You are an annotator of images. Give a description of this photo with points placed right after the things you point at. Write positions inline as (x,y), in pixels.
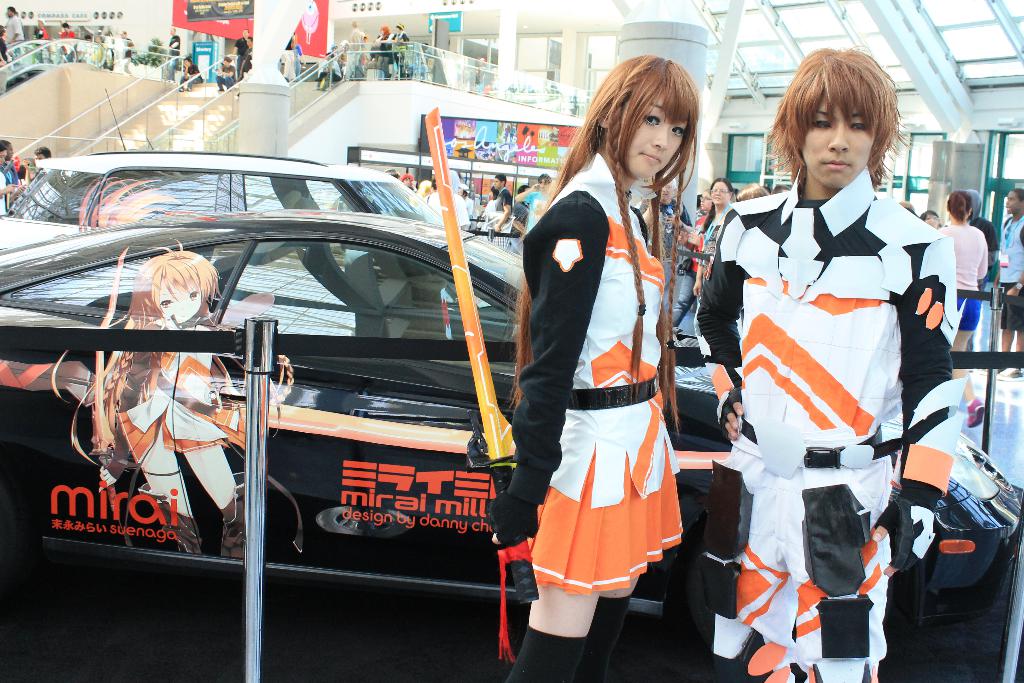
It looks like a mall (514,9) and people (120,59) are moving around the mall (70,56) and in the front (587,313) there are two people (590,345) standing in front of the cars (275,283) and it looks like some expo (516,230).
